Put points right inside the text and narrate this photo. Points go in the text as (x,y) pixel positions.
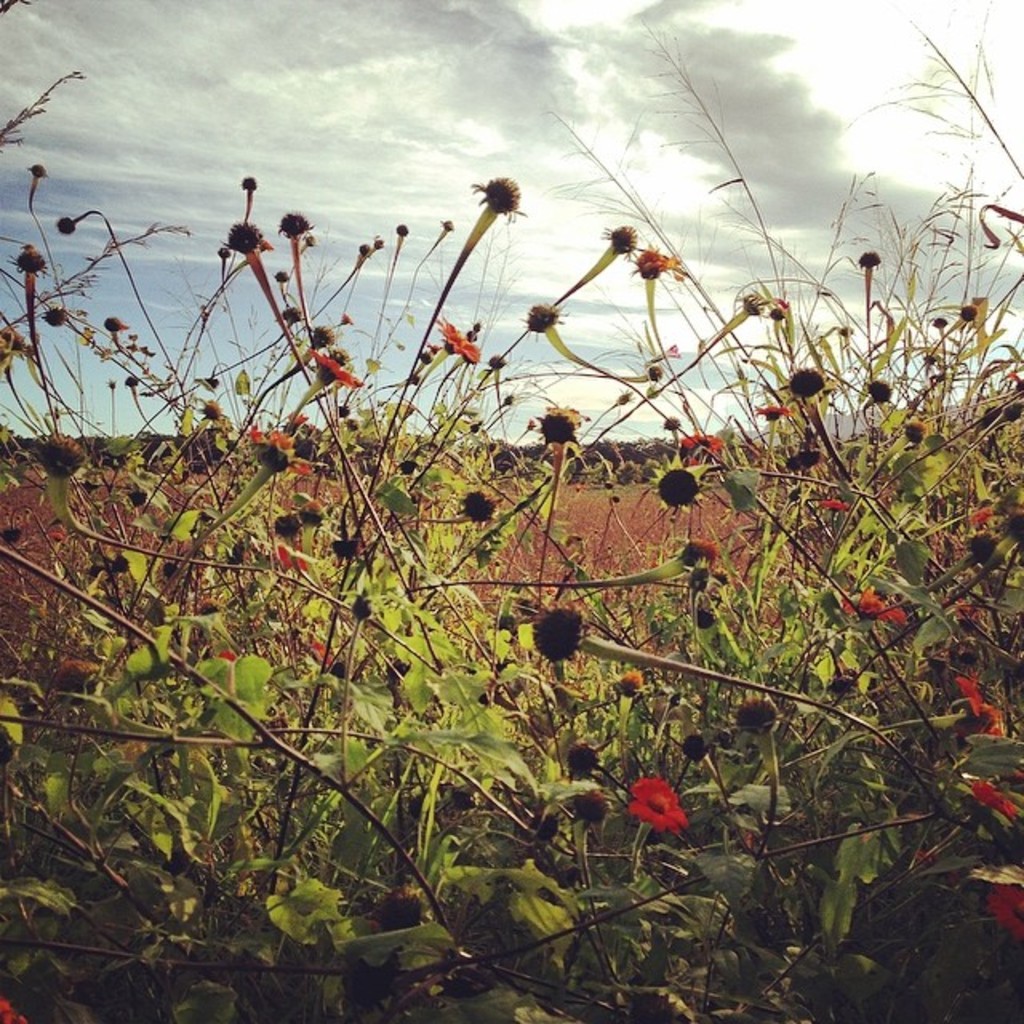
This is the picture of some plants (738,737) to which there are some flowers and also we can see some clouds (318,161) to the sky (187,288).
